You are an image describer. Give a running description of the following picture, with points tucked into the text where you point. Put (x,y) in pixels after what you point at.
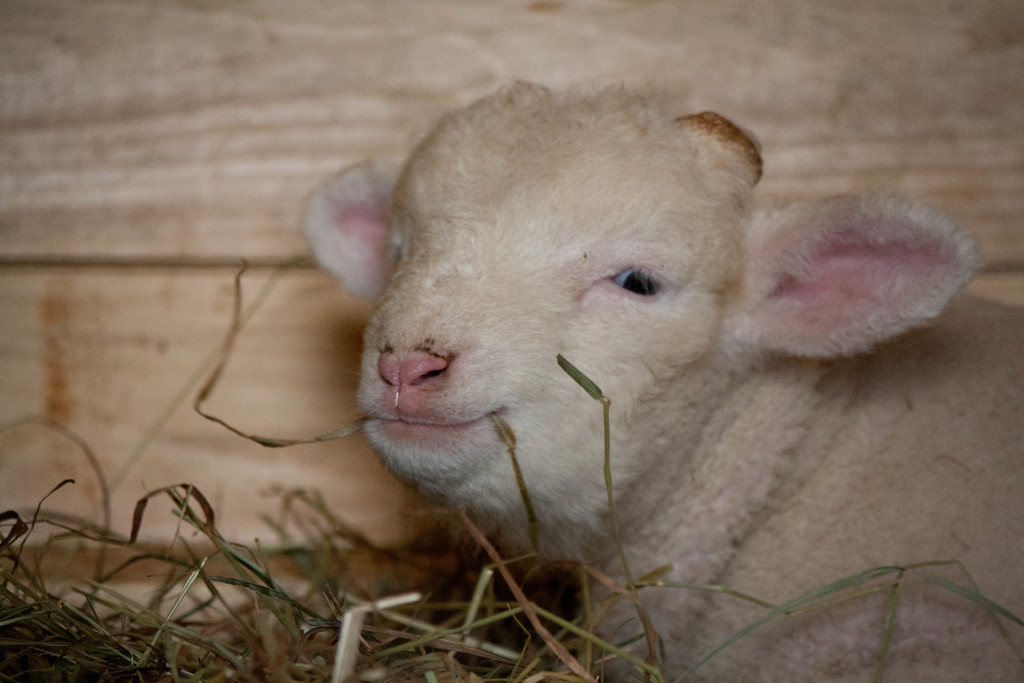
In the image we can see there is a lamb (446,457) sitting on the ground (483,637) and there are dry grass (229,333) on the ground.
